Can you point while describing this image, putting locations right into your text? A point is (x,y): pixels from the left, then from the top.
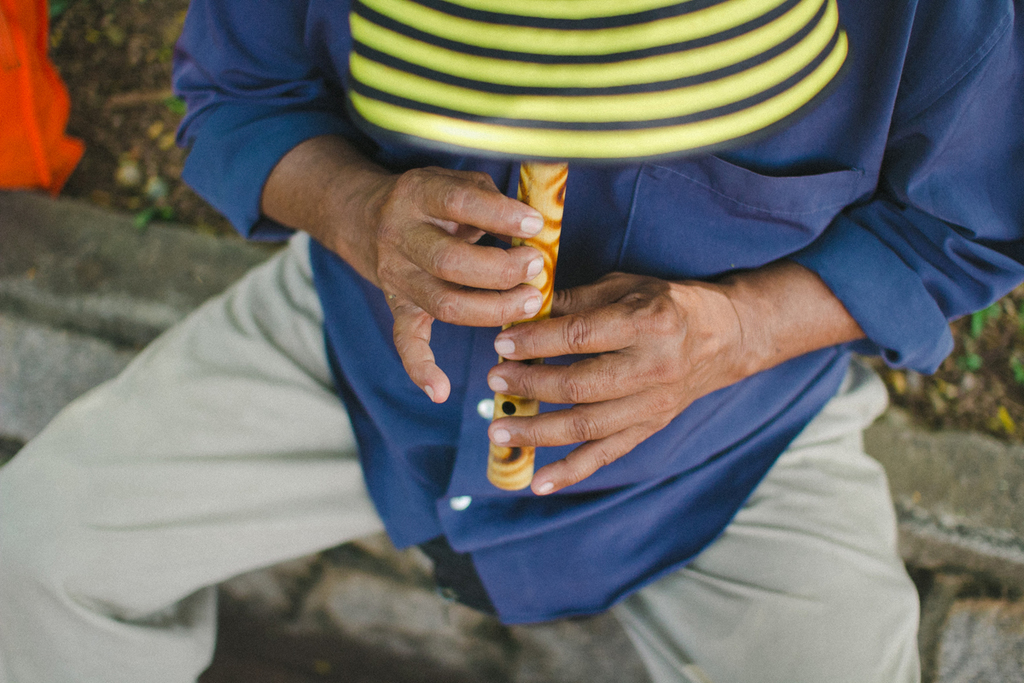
In this picture there is a man (406,286) in the center of the image (530,391), by holding a flute (536,193) in his hands (497,223).
